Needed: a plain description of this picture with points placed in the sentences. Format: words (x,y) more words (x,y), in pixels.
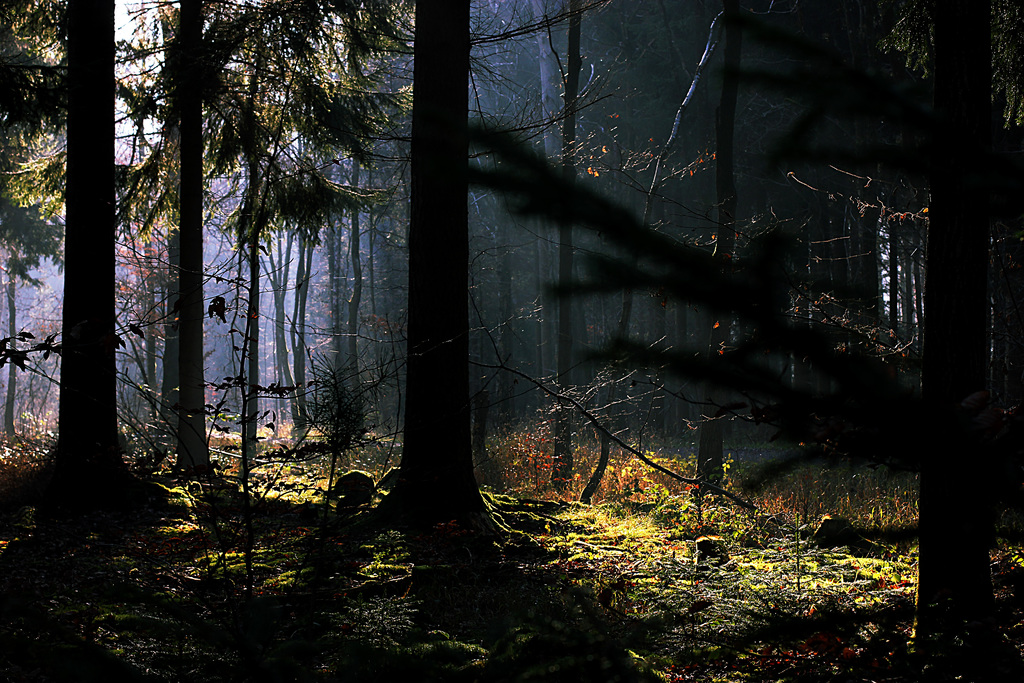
This is looking like a forest (14,262). In this image, I can see many trees (342,337) on the ground (537,535) and also I can see the grass (629,509) and some plants (625,473).
